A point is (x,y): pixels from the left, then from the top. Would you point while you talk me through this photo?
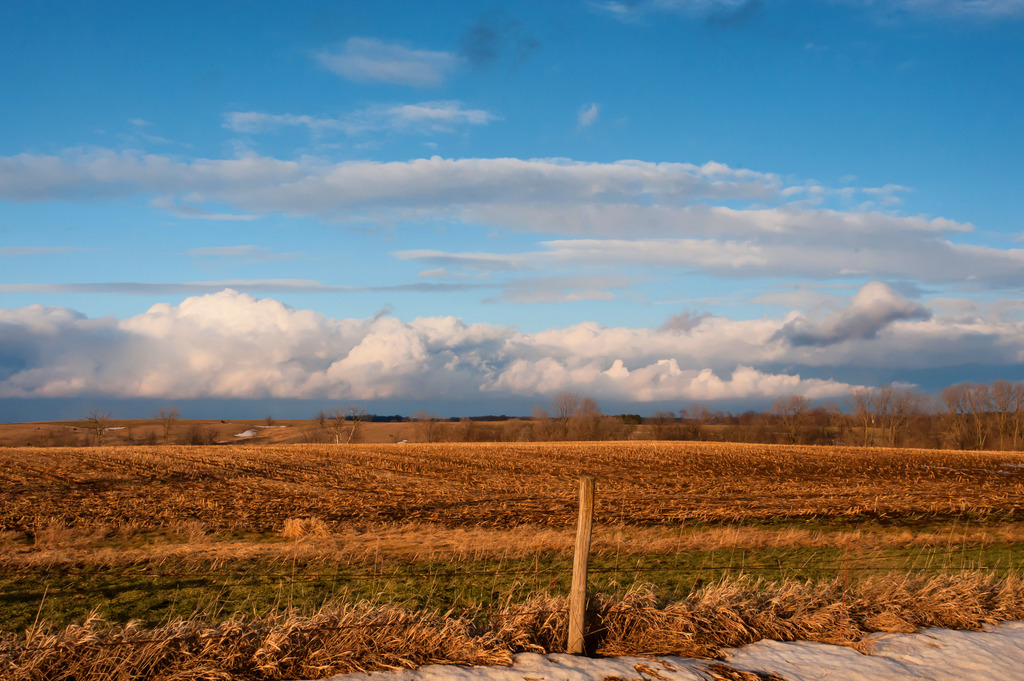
There is a pole (582,552). On the ground (369,549) there is grass (652,554). In the background (403,166) there are trees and sky (430,234) with clouds (556,384).
